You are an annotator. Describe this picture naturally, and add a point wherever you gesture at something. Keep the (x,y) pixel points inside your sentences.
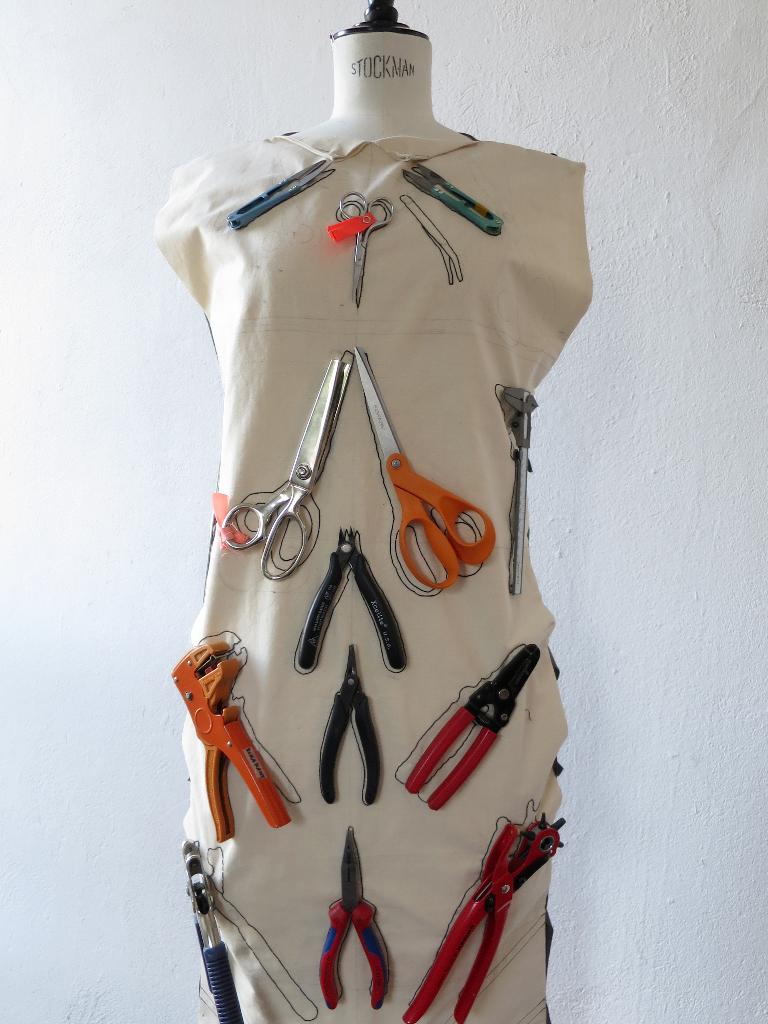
In this image we can see a mannequin (376,112) with a cloth (364,476). On the cloth (310,393) there are scissors (405,471), pliers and few other tools (456,928). In the background (586,750) there is a wall (104,375).
